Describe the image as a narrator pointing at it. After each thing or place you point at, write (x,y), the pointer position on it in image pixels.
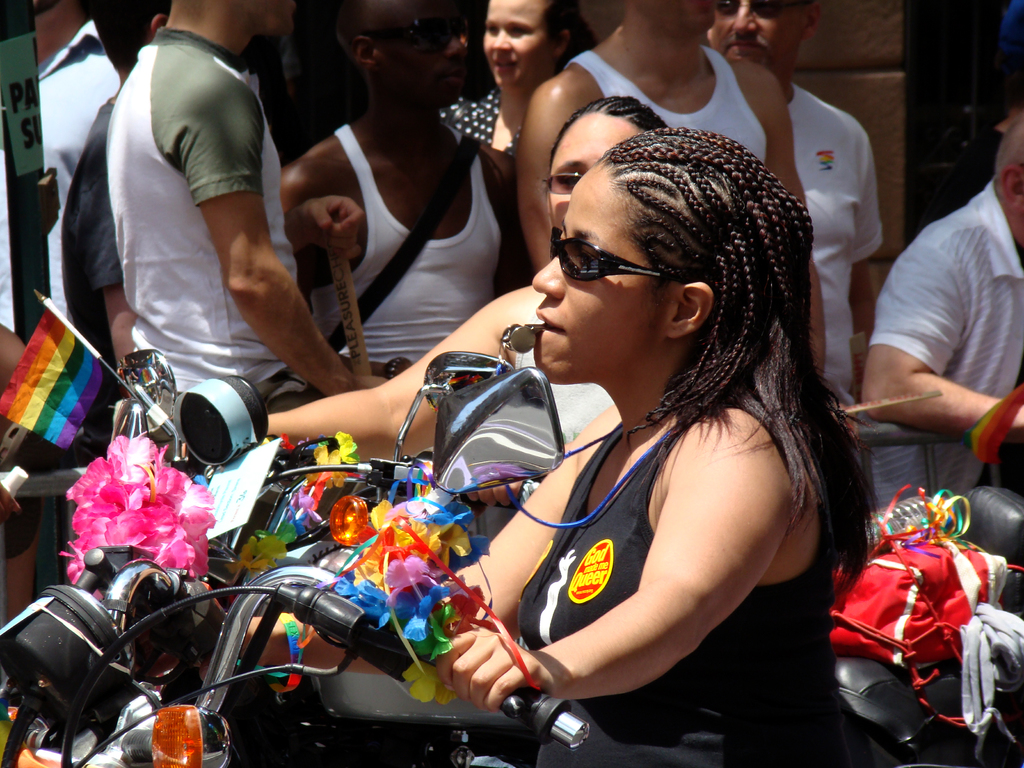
In the foreground of the image (765,552) we can see two women (634,364) wearing goggles (568,253) are riding motorcycles (373,654) with some flowers (173,497), ribbons (935,543), flag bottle (916,523) and a bag (950,642). In the background (70,187), we can see group of people (103,178) standing and a building (908,121).
